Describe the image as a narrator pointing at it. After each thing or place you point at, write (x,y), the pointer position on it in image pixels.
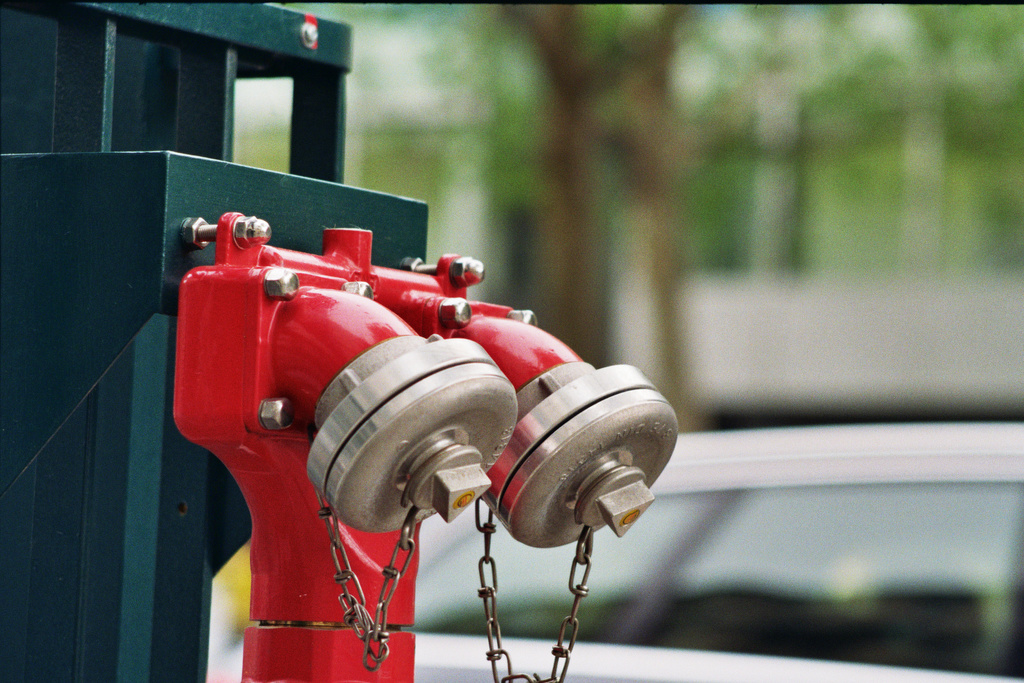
In this picture we can see a car (872,539) in the middle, on the left side (264,439) it looks like a fire hydrant (195,418), there is a blurry background (992,200).
